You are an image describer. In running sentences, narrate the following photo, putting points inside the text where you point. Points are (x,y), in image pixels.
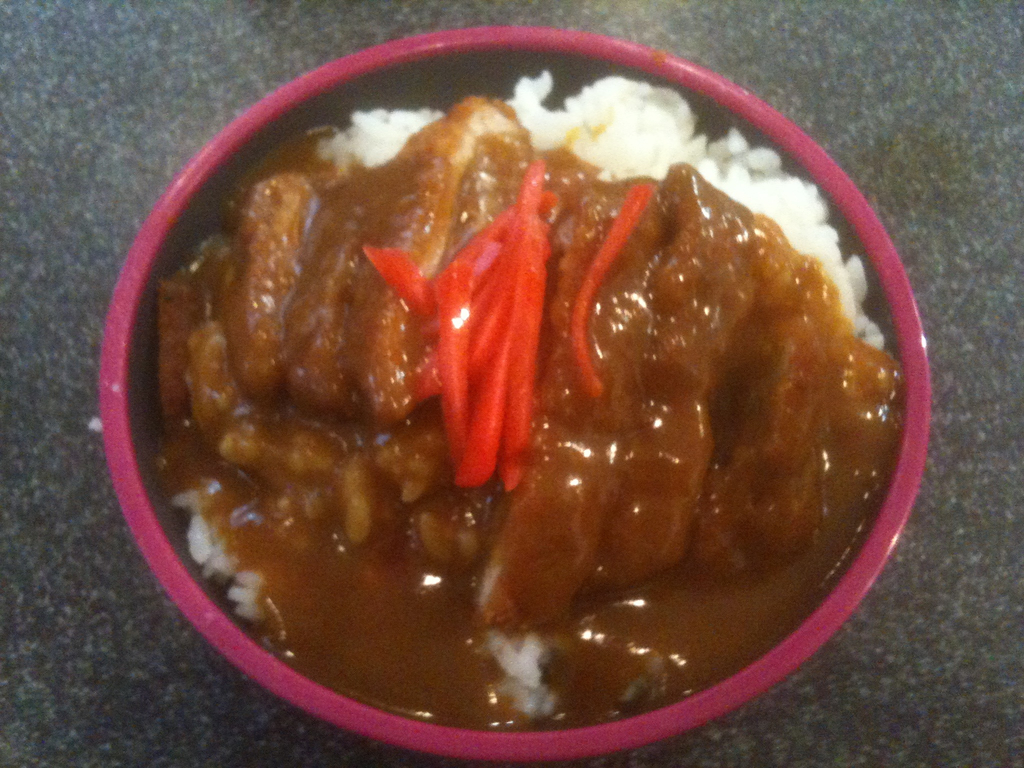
In the center of the picture (391,305) there is a bowl (465,192), served with food (401,259). At the bottom (129,728) it is floor (968,699).
